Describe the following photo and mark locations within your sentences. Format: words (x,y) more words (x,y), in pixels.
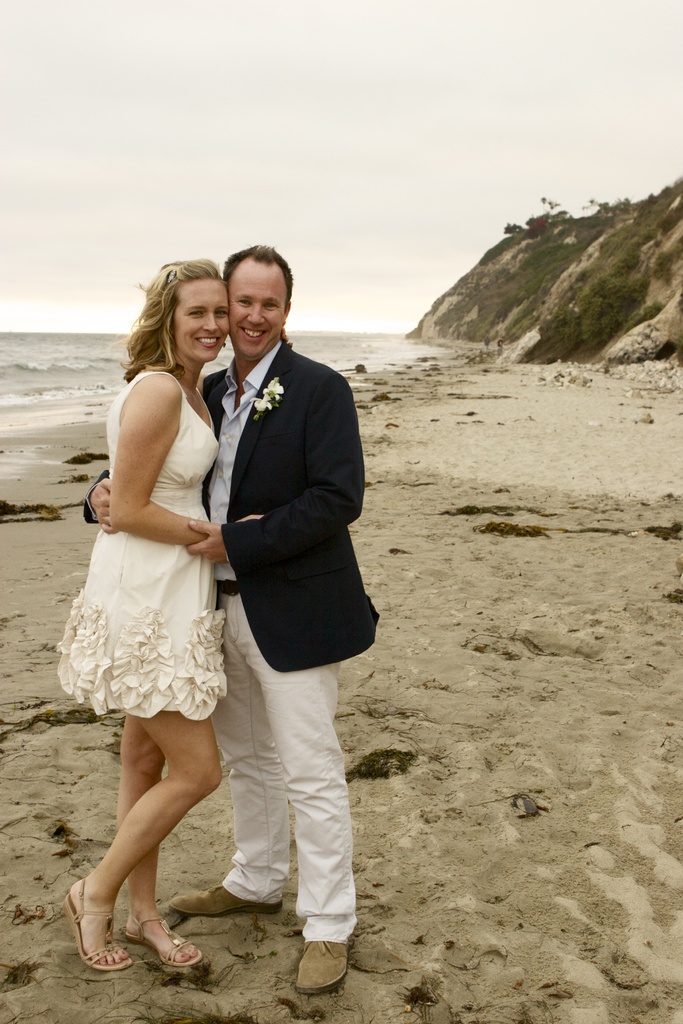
In this picture we can see a man (283,632) and a woman (171,560) are standing and smiling, at the bottom (457,819) there is sand (481,847), on the right side (595,245) we can see a hill (608,252) and plants (569,314), on the left side (78,346) there is water (75,349), we can see the sky (217,96) at the top of the picture (221,104).
